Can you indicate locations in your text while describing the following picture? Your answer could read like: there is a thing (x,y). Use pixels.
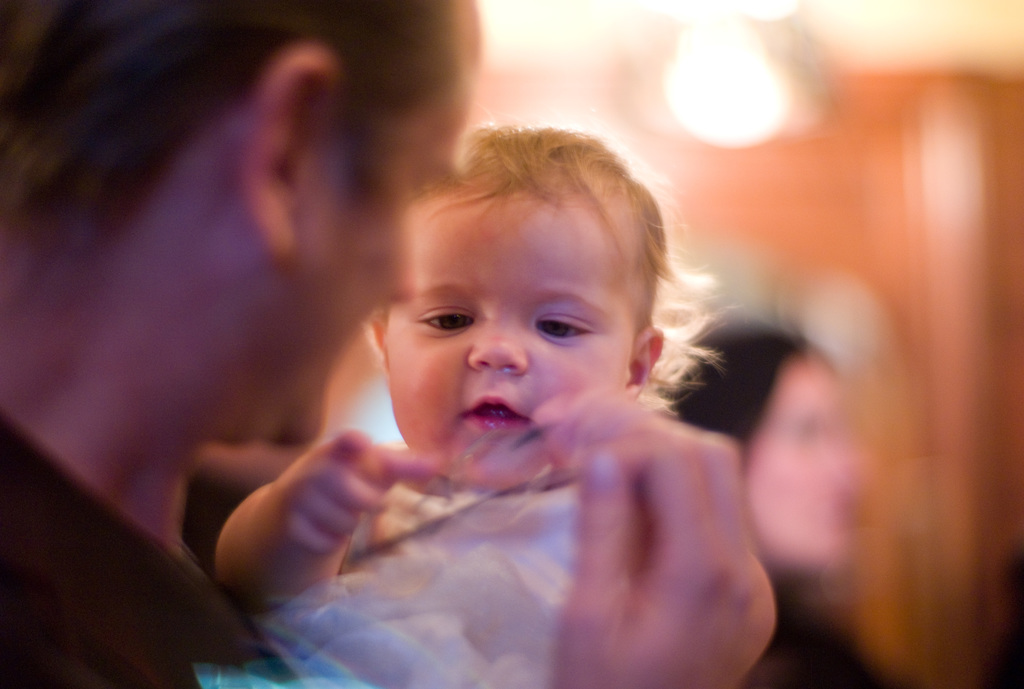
In this picture there is a person (306,377) holding the baby (510,420). At the back (741,385) there is a person (801,381). At the top (772,25) there is a light (772,25) and the image is blurry.
